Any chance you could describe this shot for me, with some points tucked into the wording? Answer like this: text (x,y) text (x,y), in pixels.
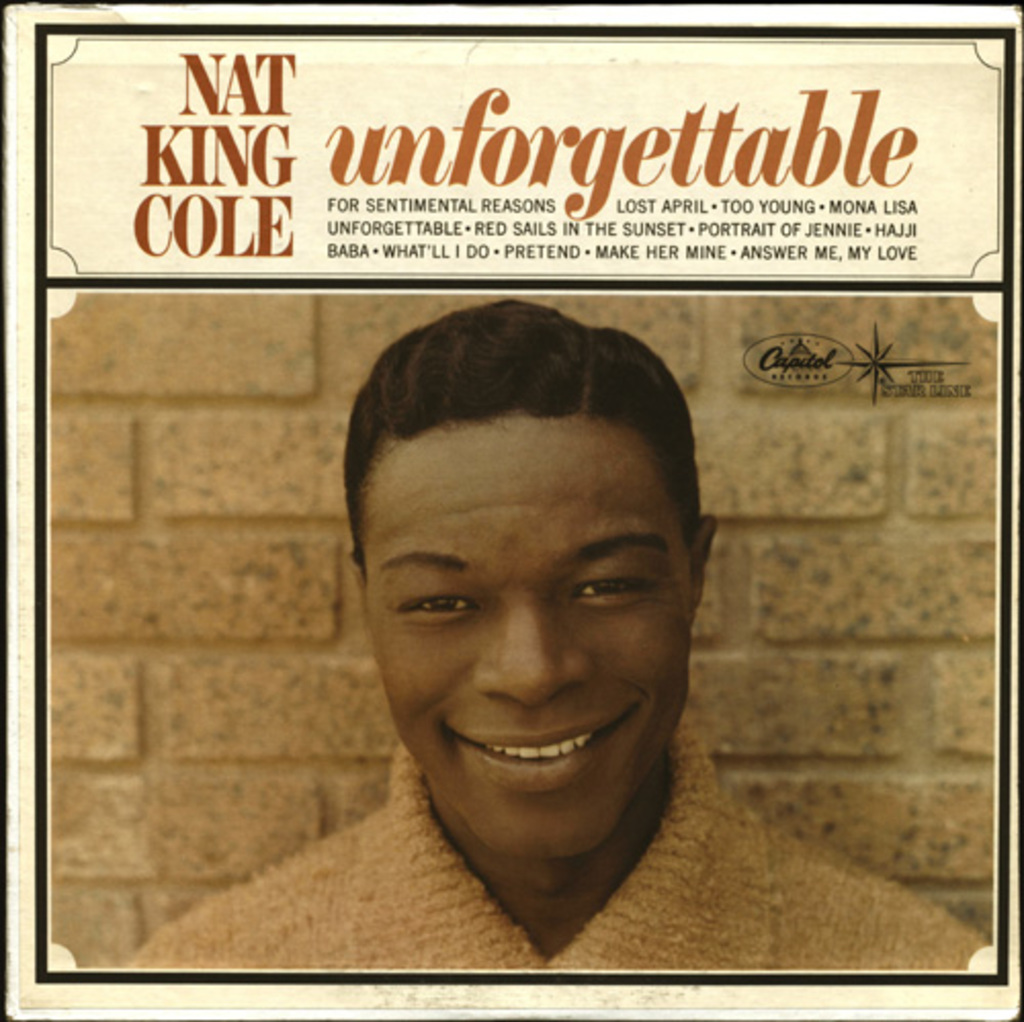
This image is taken for a poster. At the top of the image (222,174) there is a text (762,182). In the background (229,575) there is a wall (940,683). In the middle of the image (471,608) there is a man (474,695) with a smiling face (595,792).
